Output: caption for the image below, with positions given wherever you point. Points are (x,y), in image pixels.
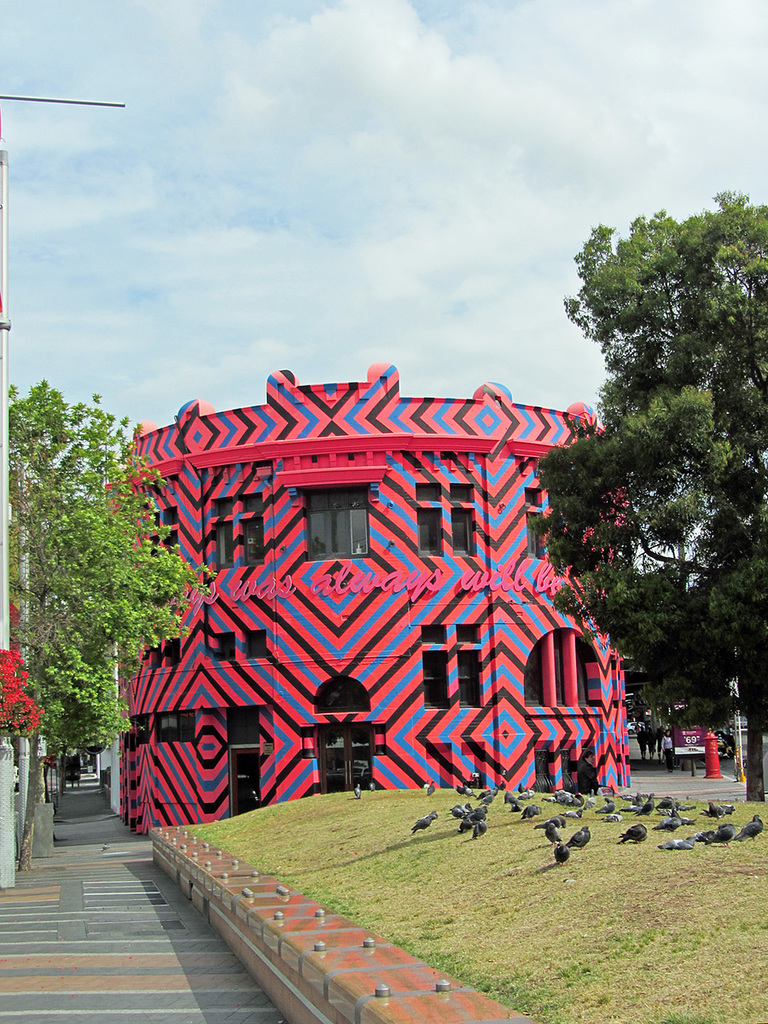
In the image there is a pink building (442,584), in front of the building (394,541) there is a grass surface (543,857) and on that there are many birds (582,837), around the building (380,624) there are few trees (47,684).
